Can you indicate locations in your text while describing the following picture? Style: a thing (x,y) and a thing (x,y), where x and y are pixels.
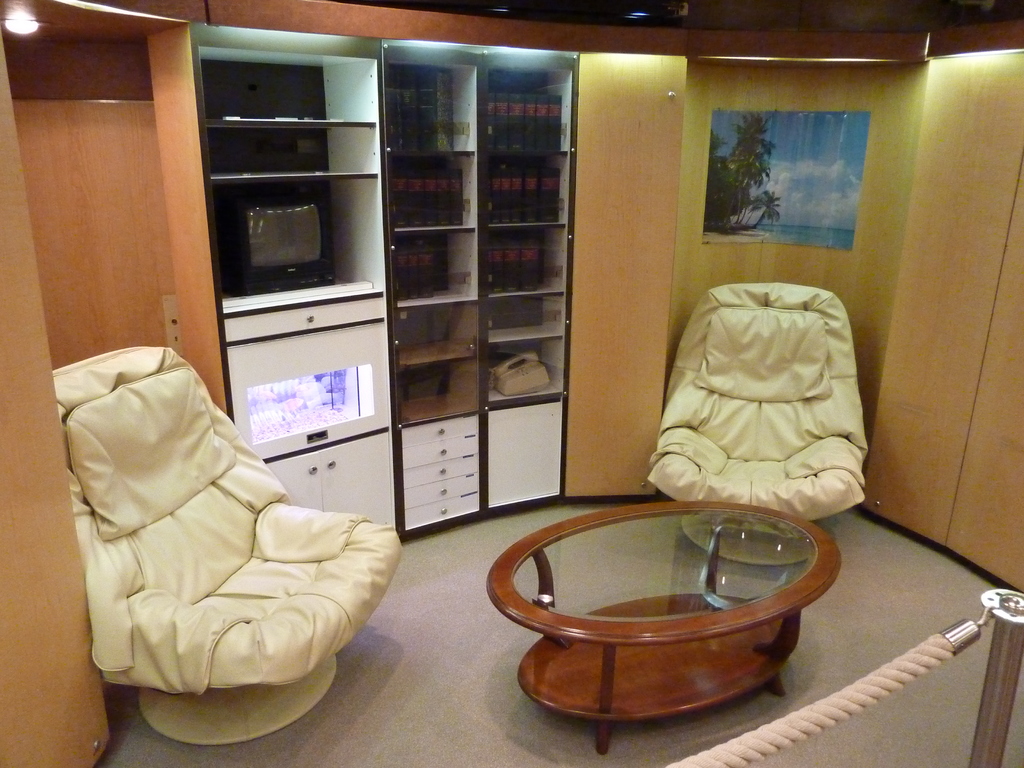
There are chairs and a table (633,635) present at the bottom of this image (256,593). We can see a television (308,216) in a cupboard (346,81) and there is a wooden wall (684,306) in the background (661,306), we can see a photo (783,167) attached to it.
